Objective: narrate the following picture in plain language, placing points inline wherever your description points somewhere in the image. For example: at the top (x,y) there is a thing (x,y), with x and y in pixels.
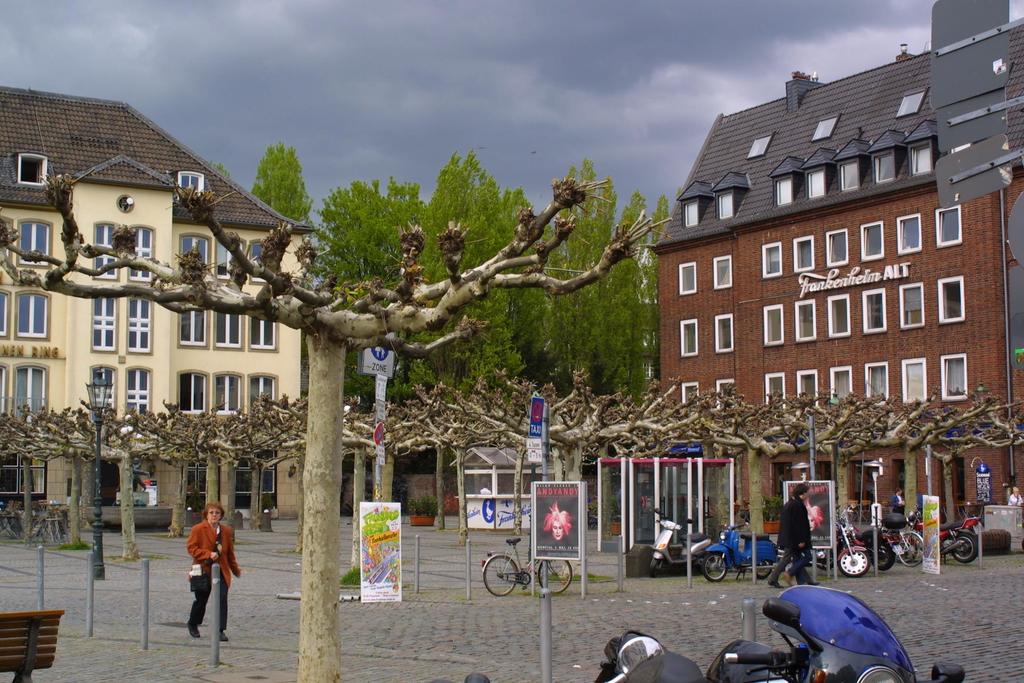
In this image we can see a few people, vehicles (940,533), bicycles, dried trees (318,598), plants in pots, in the bottom left corner (34,645) we can see the chair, posters (552,528), metal poles (835,523), some written text (378,523) on the board (380,559), we can see the buildings (62,348), glass windows (939,233), pipeline (1006,341), we can see the trees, in the background (670,144) we can see the sky (430,124) with clouds (602,68).
